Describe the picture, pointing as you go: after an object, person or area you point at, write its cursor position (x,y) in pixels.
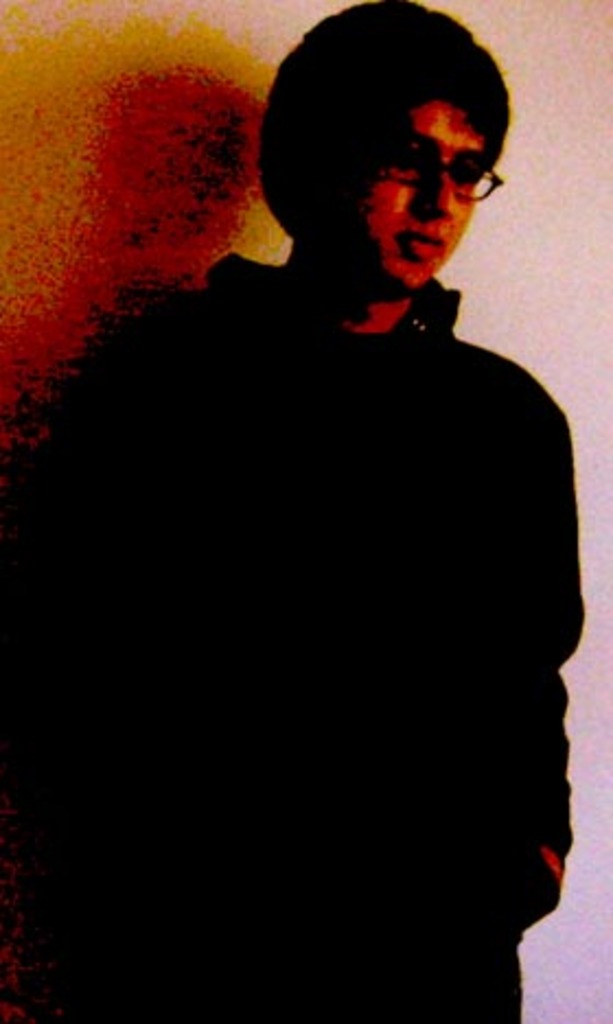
In this image I can see a person (386,545) is looking at the right side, this person (406,349) is wearing the spectacles (450,176).
